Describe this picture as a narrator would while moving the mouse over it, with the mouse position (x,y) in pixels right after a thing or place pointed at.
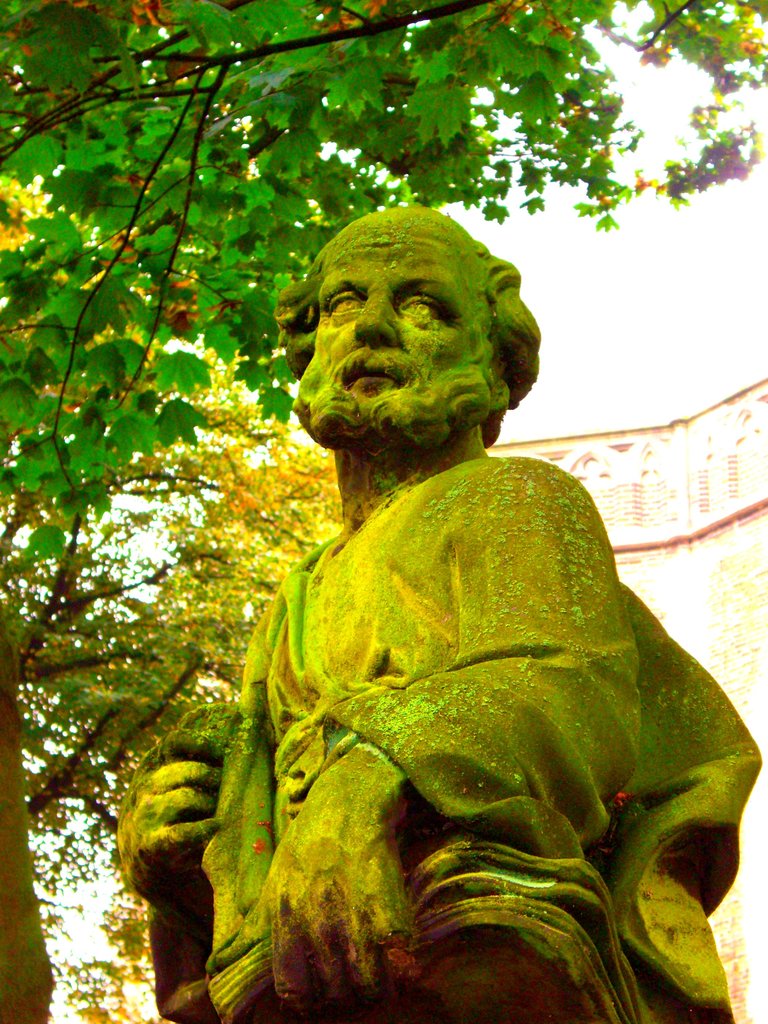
In this image I can see a statue (356,624). Background (93,72) I can see trees (193,153) in green color and sky (645,268) in white color.
